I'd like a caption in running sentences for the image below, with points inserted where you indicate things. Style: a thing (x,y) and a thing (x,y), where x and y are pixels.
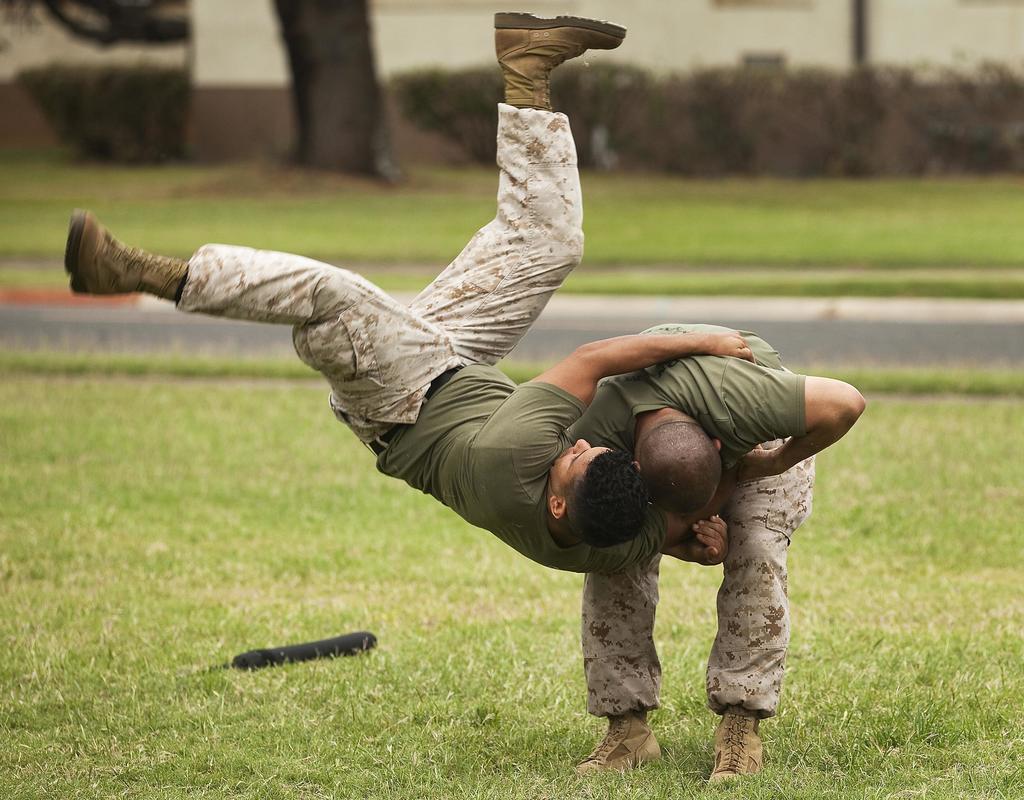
In this picture I can see there are two people (533,472) performing martial arts and there are wearing shoes (604,754), there is some grass (329,623) on the floor (459,628), there are few plants (319,52), buildings (262,46) in the backdrop (267,65). The backdrop of the image (187,34) is blurred.
